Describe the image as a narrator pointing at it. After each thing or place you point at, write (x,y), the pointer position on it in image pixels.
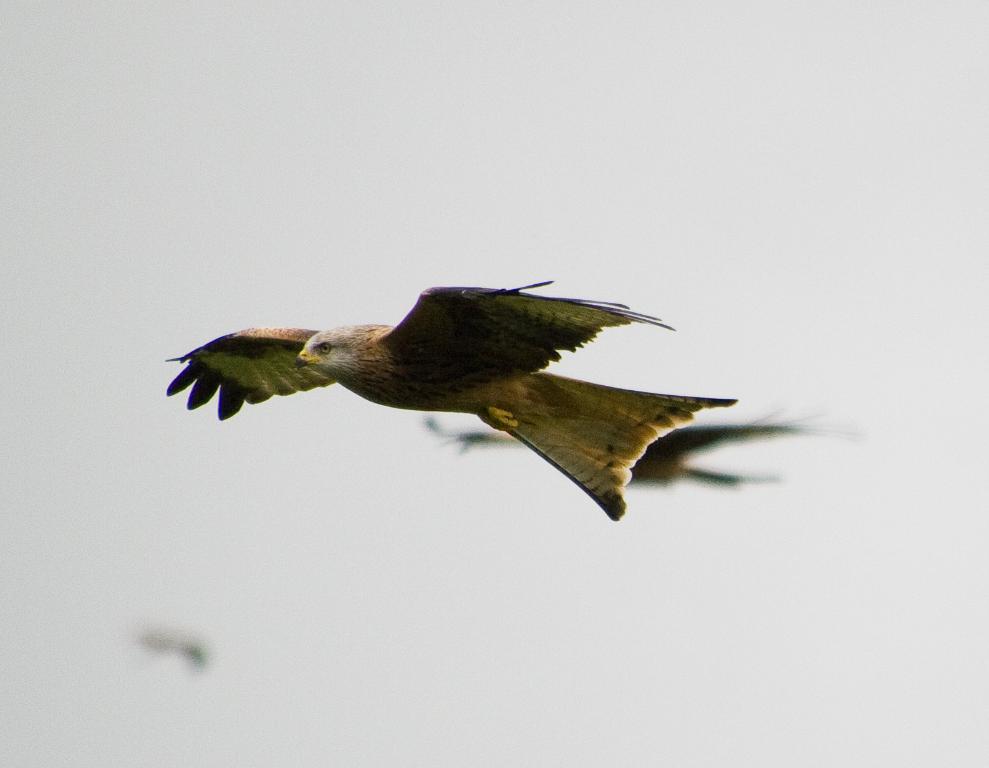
In this picture we can see some birds (558,401) are flying in the air (181,544).
